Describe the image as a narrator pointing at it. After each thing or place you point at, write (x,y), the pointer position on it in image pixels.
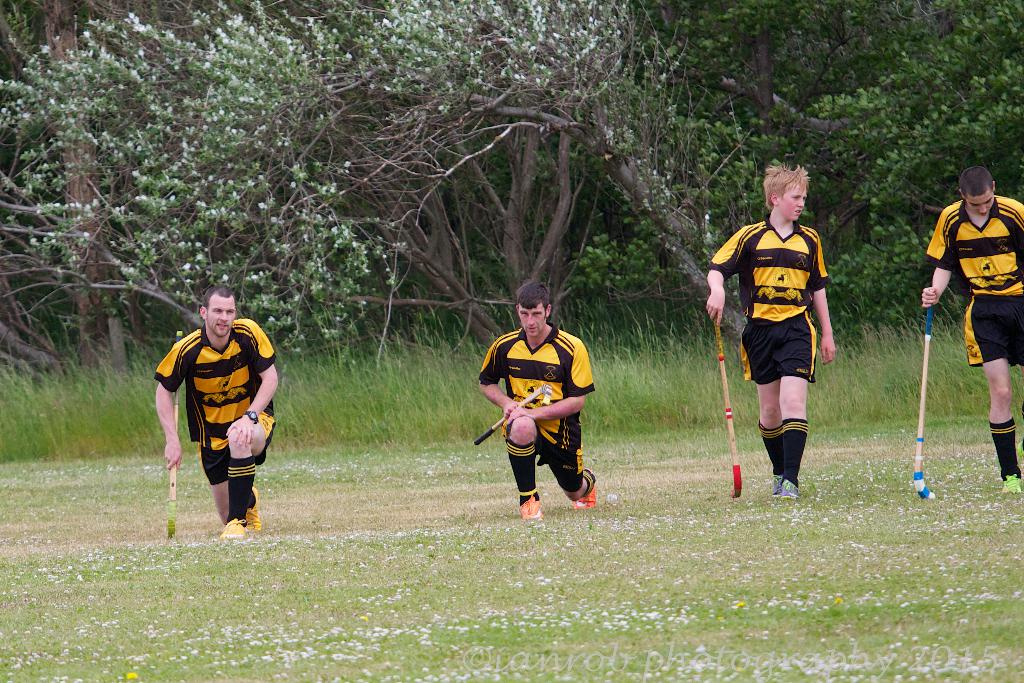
There are four people (216,364). They are holding hockey sticks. On the ground (348,561) there is grass (215,547). In the back (85,416) there are plants (468,375) and trees (439,72).
